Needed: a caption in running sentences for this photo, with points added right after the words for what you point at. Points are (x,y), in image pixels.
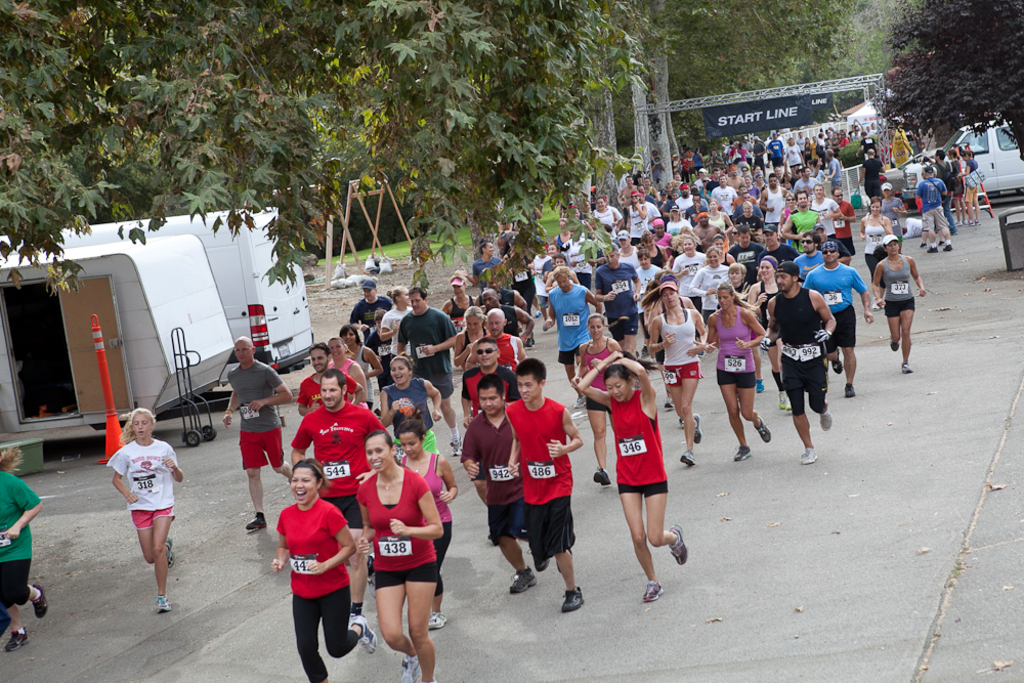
There is a crowd (577,317) running on the road (712,526). They are wearing chest numbers (530,463). There are trees (526,100). On the left side (237,251) there are vehicles (184,270). In the back (720,112) there is a banner (775,107).
